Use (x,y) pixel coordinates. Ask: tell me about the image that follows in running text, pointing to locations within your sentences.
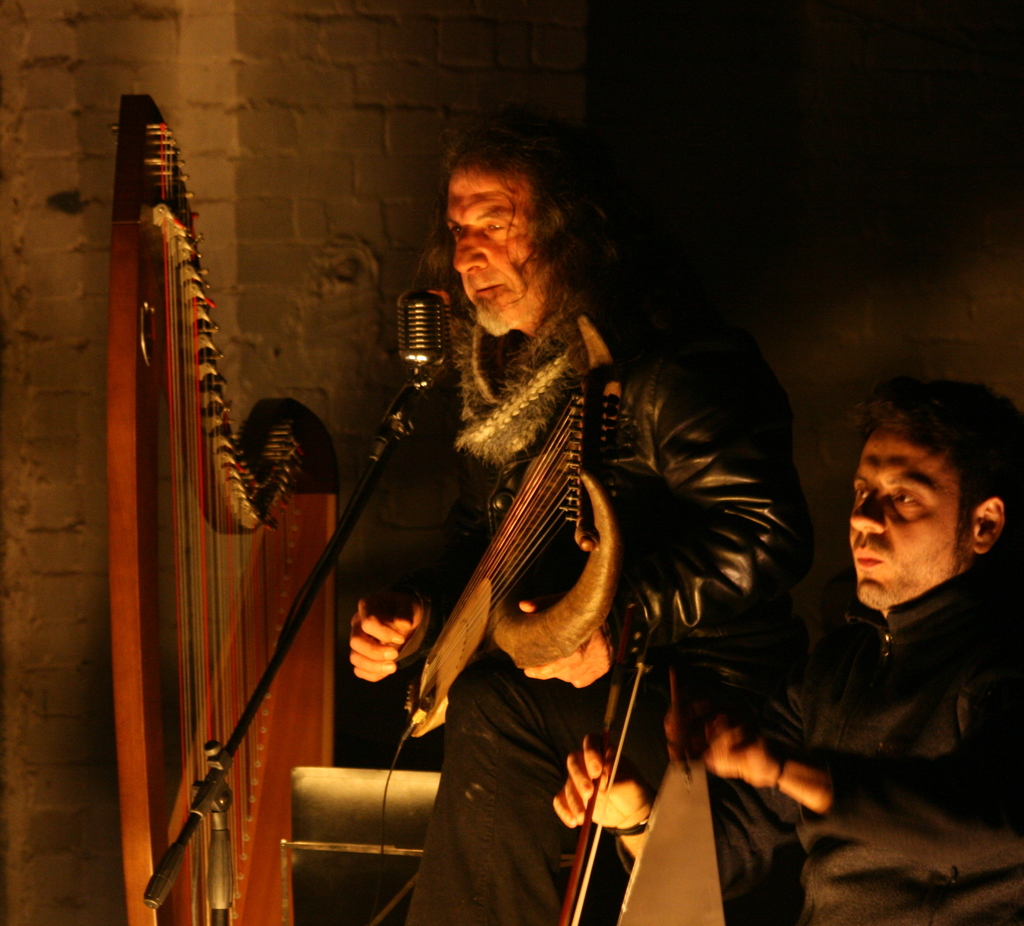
In this image I can see two persons (822,775). They are playing musical instruments (583,634). In the background (431,223) I can see a wall (656,182). There is a mic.
